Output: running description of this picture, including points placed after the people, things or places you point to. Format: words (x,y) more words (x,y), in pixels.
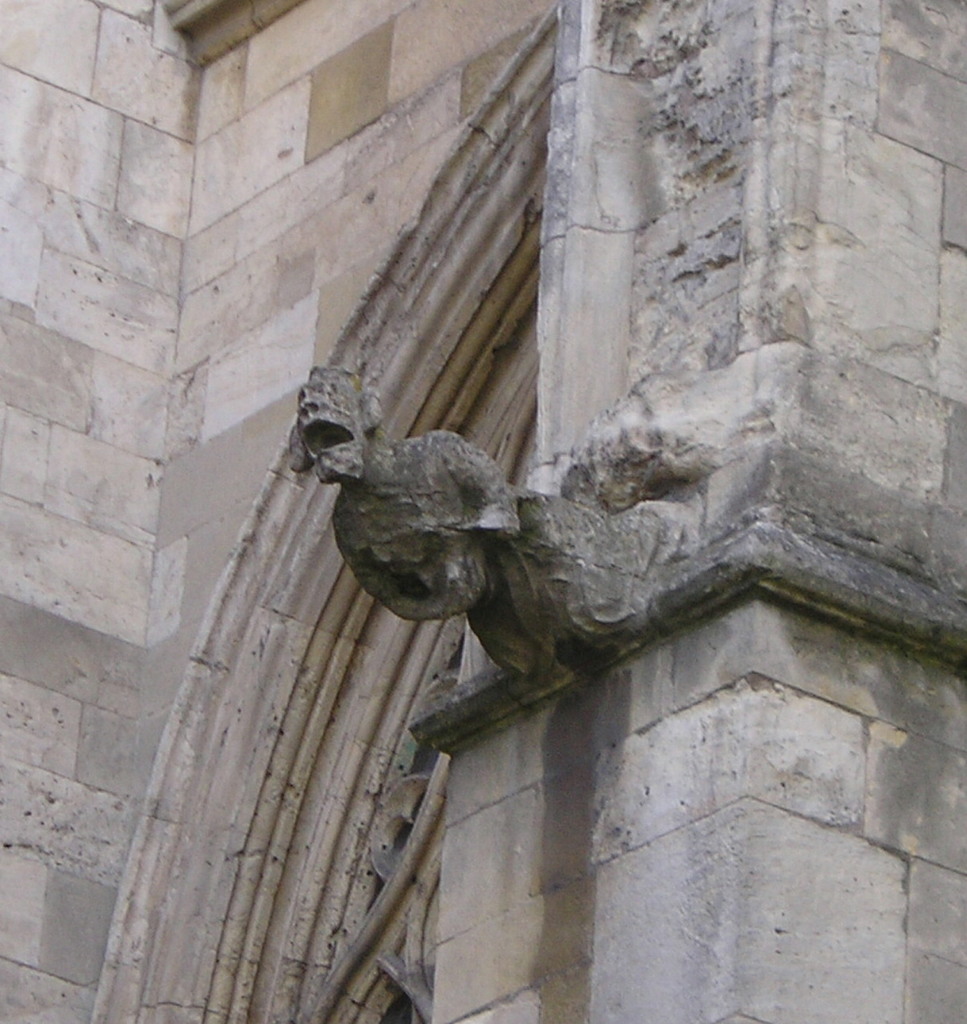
In this image I can see in the middle (362,419) there is a statue (369,409) and it looks like a construction (807,973).
